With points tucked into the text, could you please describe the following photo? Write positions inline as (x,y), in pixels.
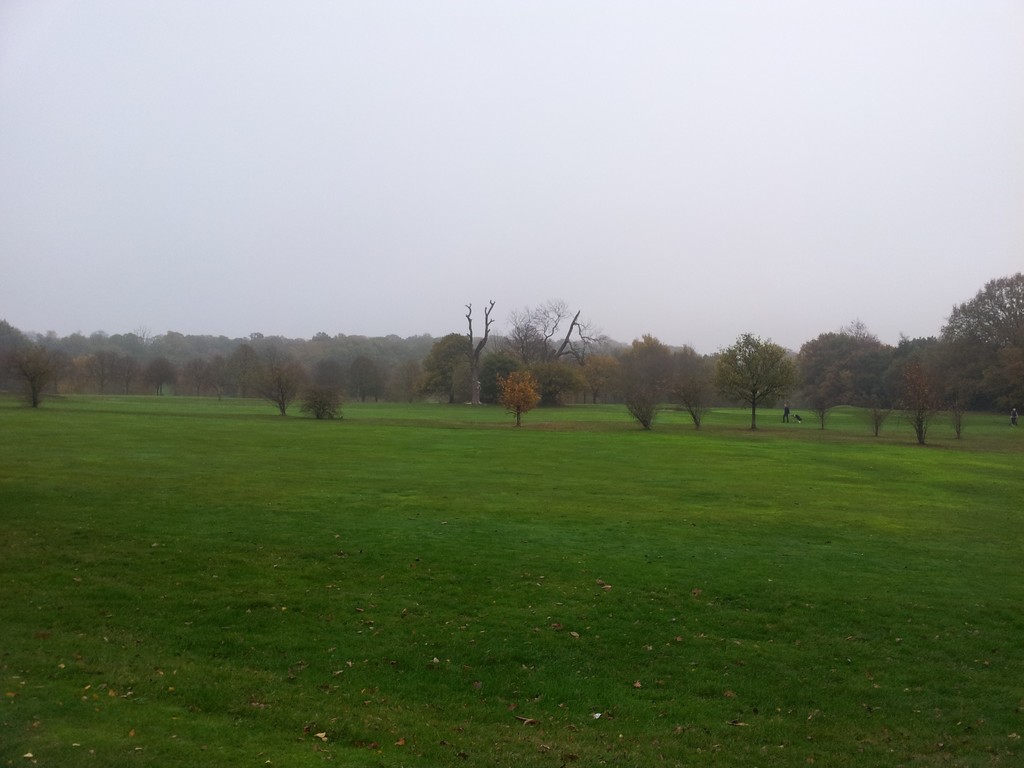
In this image we can see grassy land (271,577) and trees (215,383). The sky (344,213) is in white color.
